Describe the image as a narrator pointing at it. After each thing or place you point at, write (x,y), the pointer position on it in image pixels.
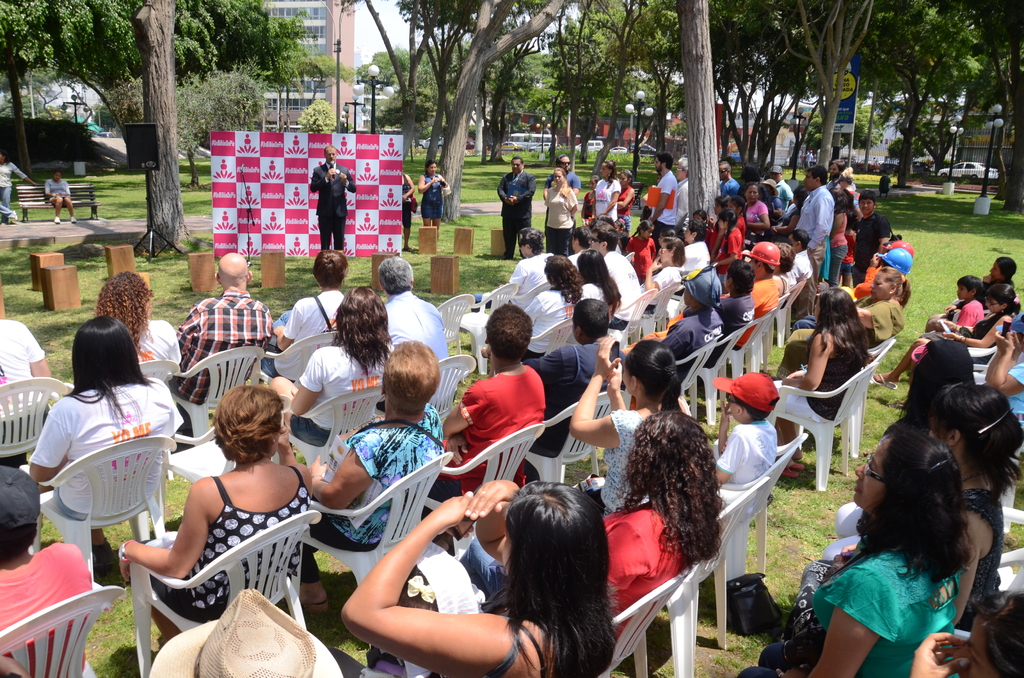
In this picture there are people (735,294) those who are sitting on the chairs (272,354) at the bottom side of the image (633,454) and there is a man (314,184) who is standing on the left side of the image (326,152), by holding a mic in his hands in front of a poster (269,167) and there are buildings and trees (440,79) at the top side of the image (710,81).
